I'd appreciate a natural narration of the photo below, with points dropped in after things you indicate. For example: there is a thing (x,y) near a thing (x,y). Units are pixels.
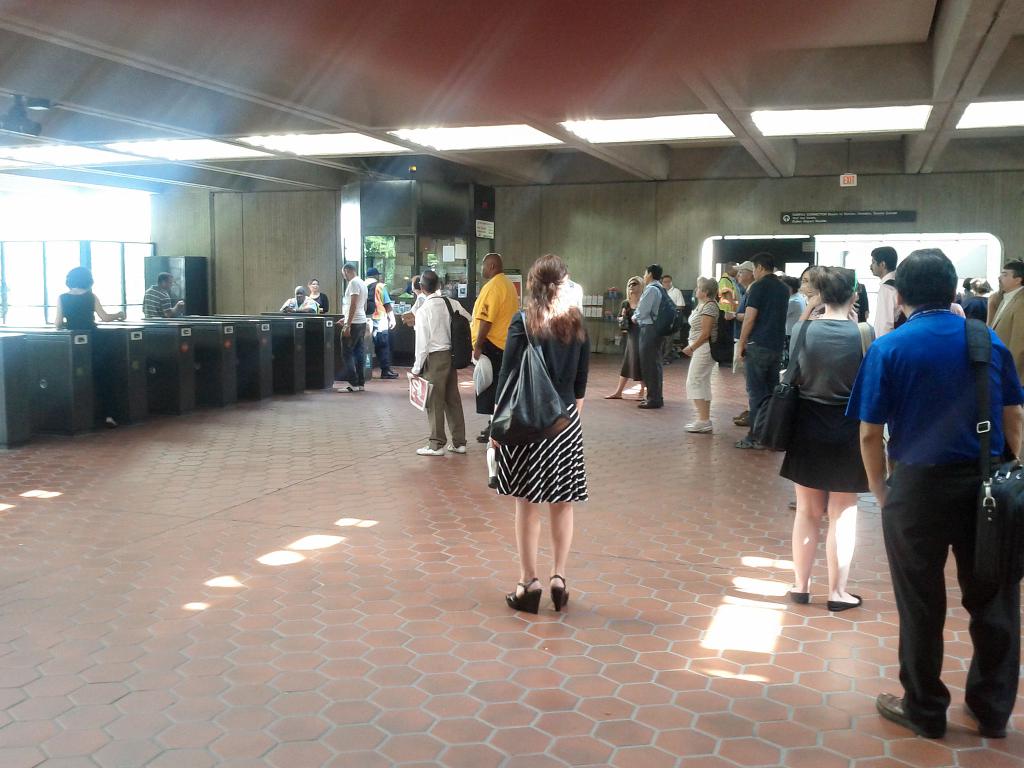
In this picture there are group of people (500,340) standing. At the back (824,215) there are boards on the wall (228,241) and there are objects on the table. At the top (23,163) there are lights (878,120). On the left side of the image (313,367) there are machines (334,323).
